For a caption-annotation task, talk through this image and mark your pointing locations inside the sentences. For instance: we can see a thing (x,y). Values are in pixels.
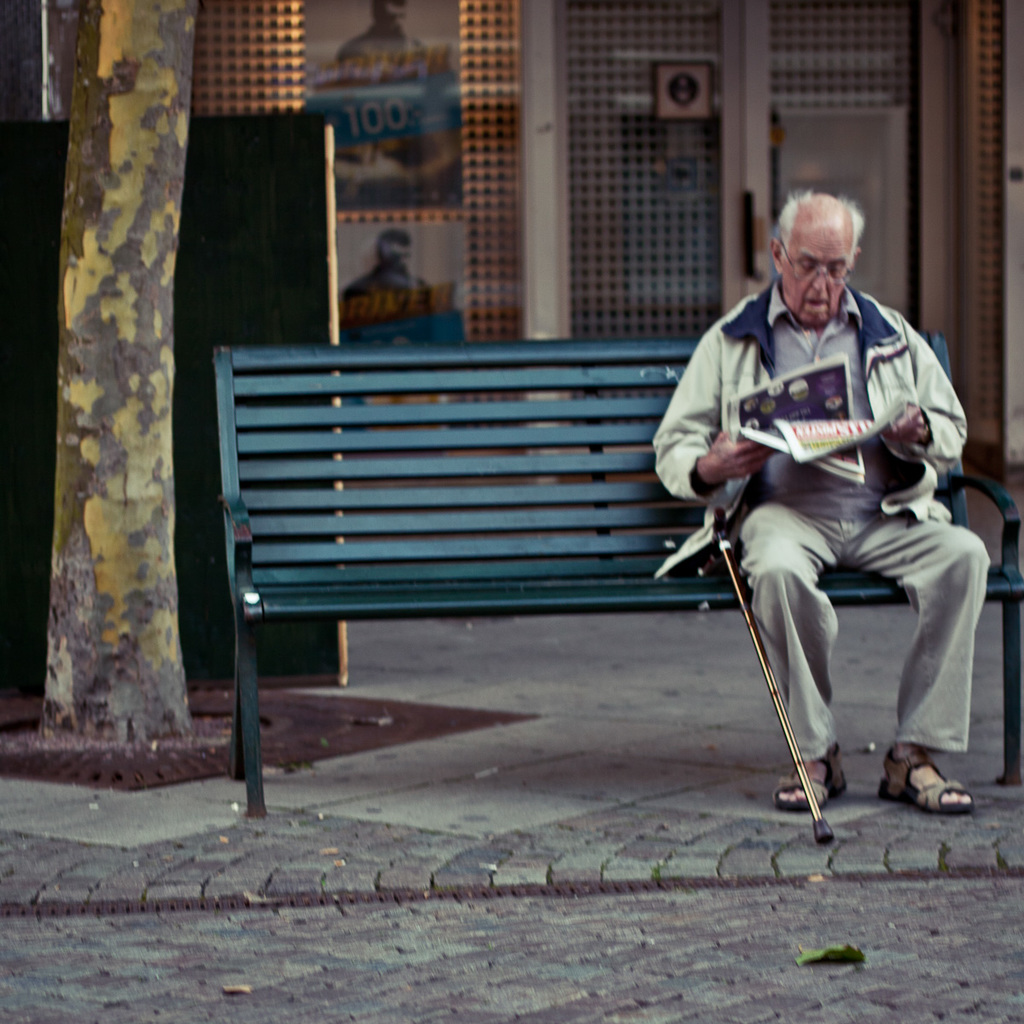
In the image we can see there is a man (844,275) who is sitting on bench (541,492).
